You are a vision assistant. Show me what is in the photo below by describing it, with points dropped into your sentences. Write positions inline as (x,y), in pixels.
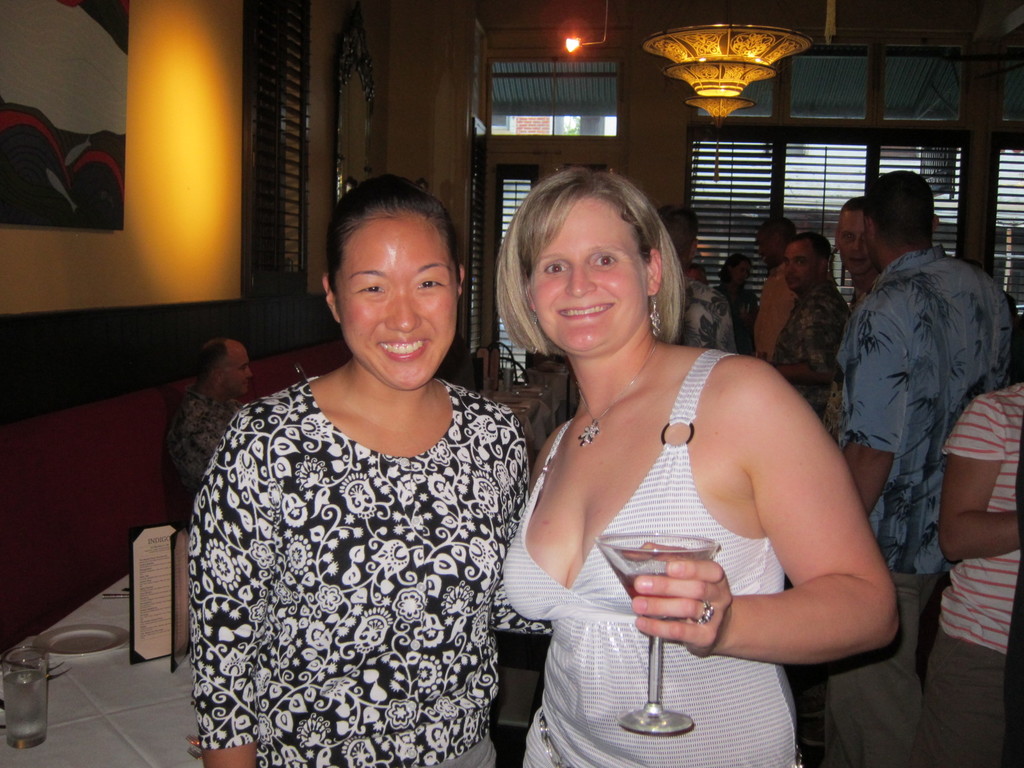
There is a woman (620,519) wearing white dress (678,659) is standing and holding a glass of drink (662,566) in her hand (671,612) in the right corner (709,668) and there is another woman (501,604) standing beside her and there are few people (730,315) behind them.
